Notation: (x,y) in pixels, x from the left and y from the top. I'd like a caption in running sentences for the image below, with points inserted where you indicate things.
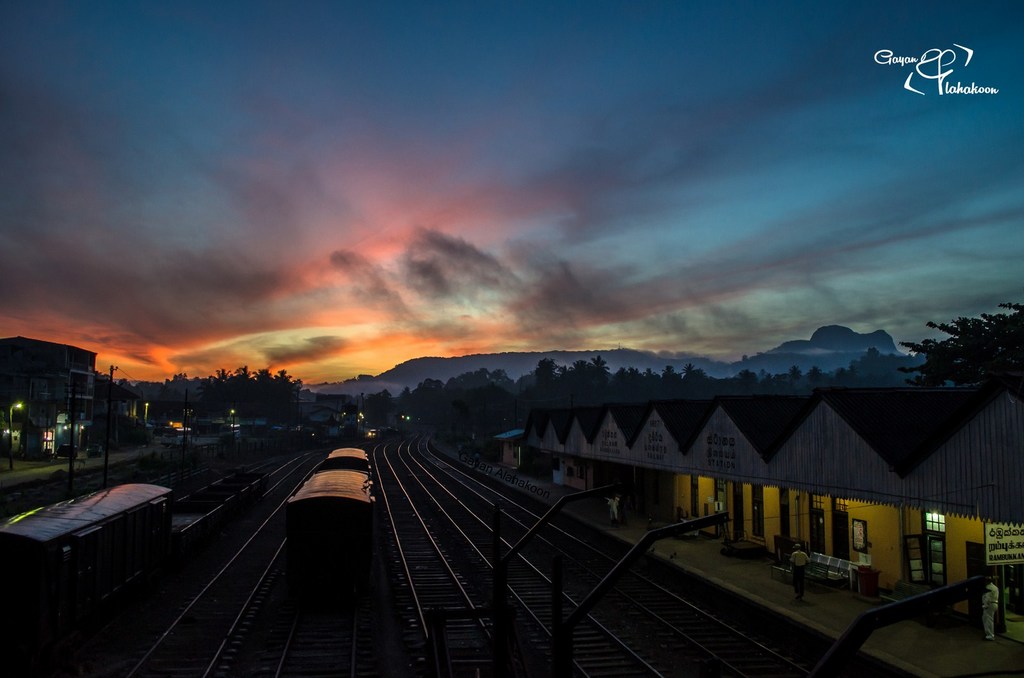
In the image we can see there are trains (147,516) standing on the railway tracks (391,526) and there is platform (763,562). People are standing on the platform (776,576). Behind there are trees (151,384) and there are buildings (53,357). There is a cloudy sky (497,229).
